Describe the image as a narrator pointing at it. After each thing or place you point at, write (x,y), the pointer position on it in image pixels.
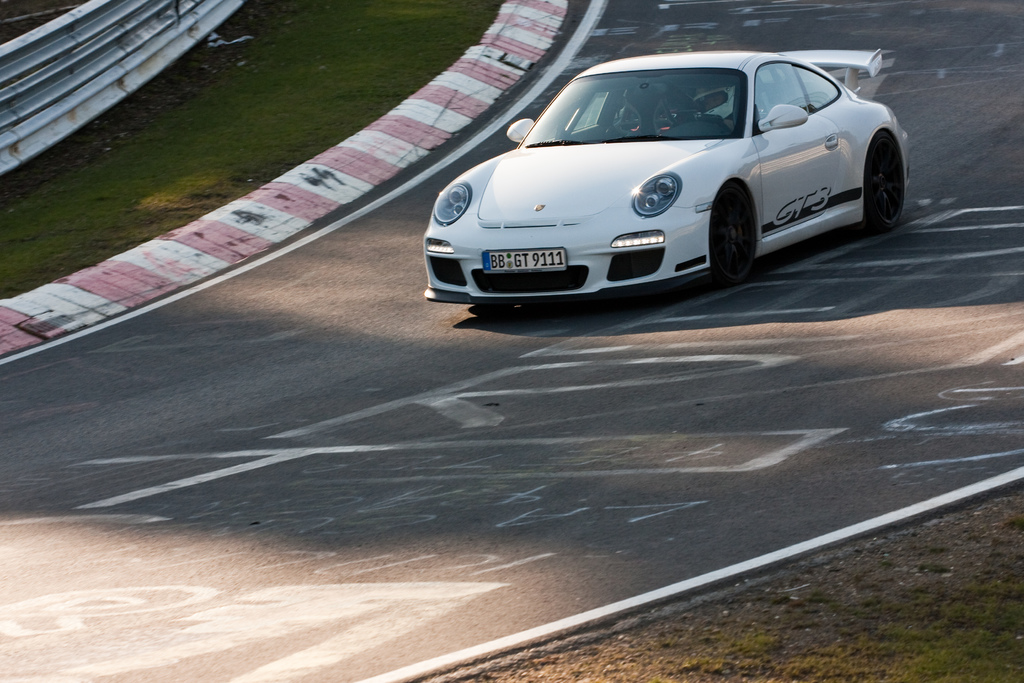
In this image there is a white color race car (839,147) on the path (97,425), and at the background (97,8) there is iron sheet (27,126), grass (159,133).
